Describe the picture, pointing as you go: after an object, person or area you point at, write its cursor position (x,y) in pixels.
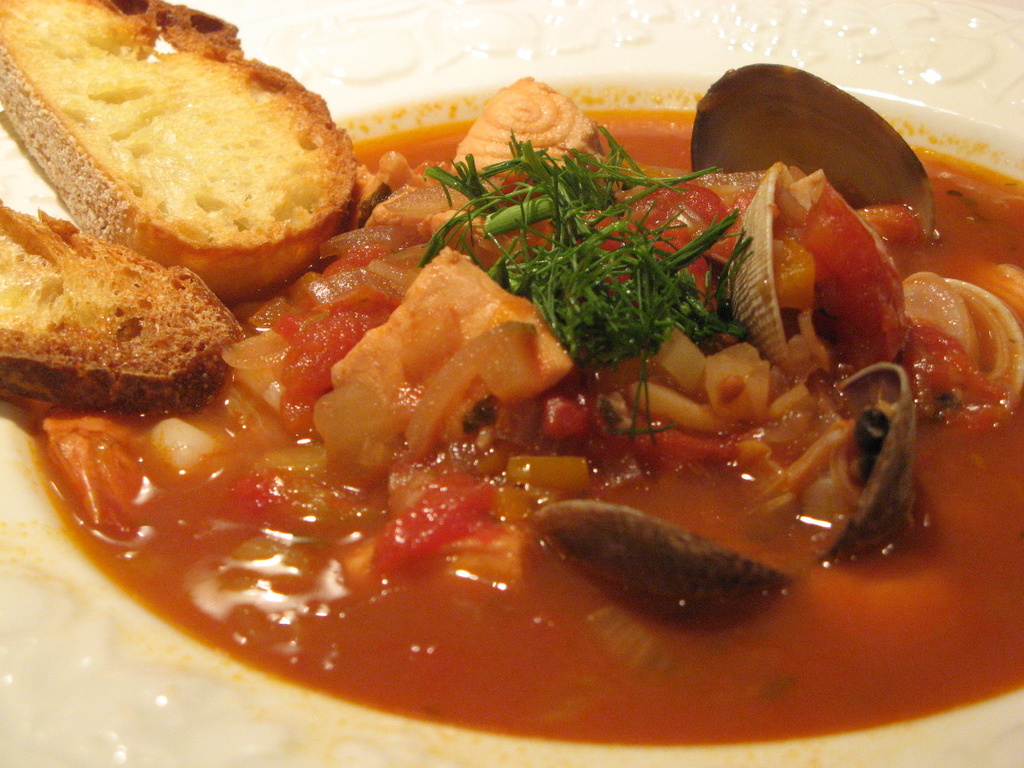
In the center of the image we can see one plate (50,590). In the plate (58,607), we can see breads (275,148) and some food items (640,389).
